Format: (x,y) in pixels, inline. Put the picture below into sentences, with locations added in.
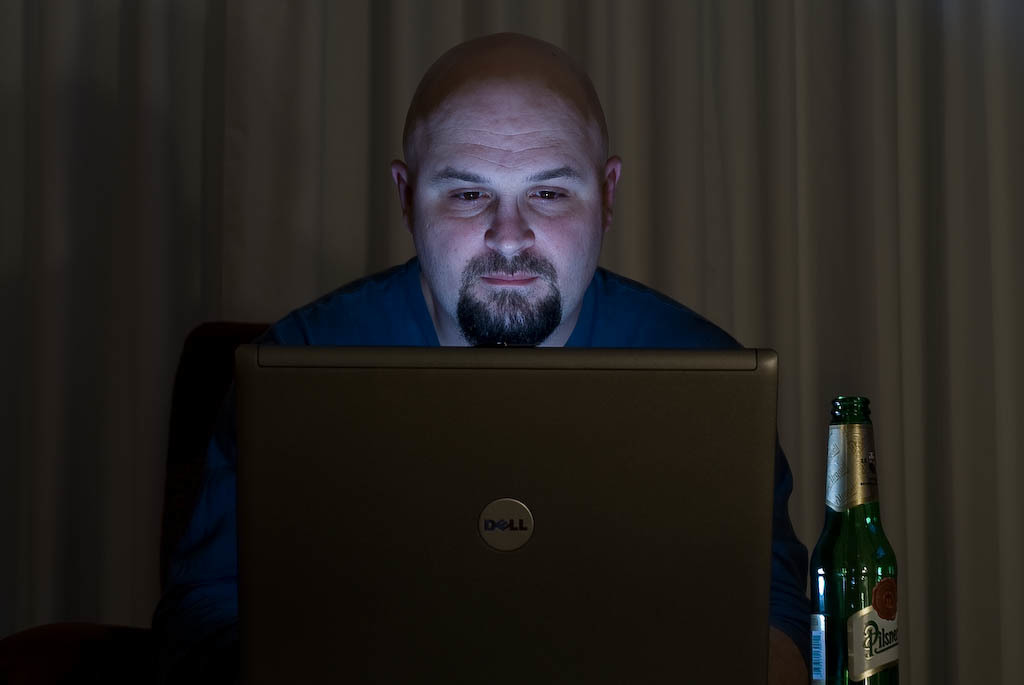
In this picture I can see a man (404,330) sitting on the chair (181,409) and I can see a laptop (678,505) and a bottle (837,580). I can see curtains (693,160) in the back (12,175).
